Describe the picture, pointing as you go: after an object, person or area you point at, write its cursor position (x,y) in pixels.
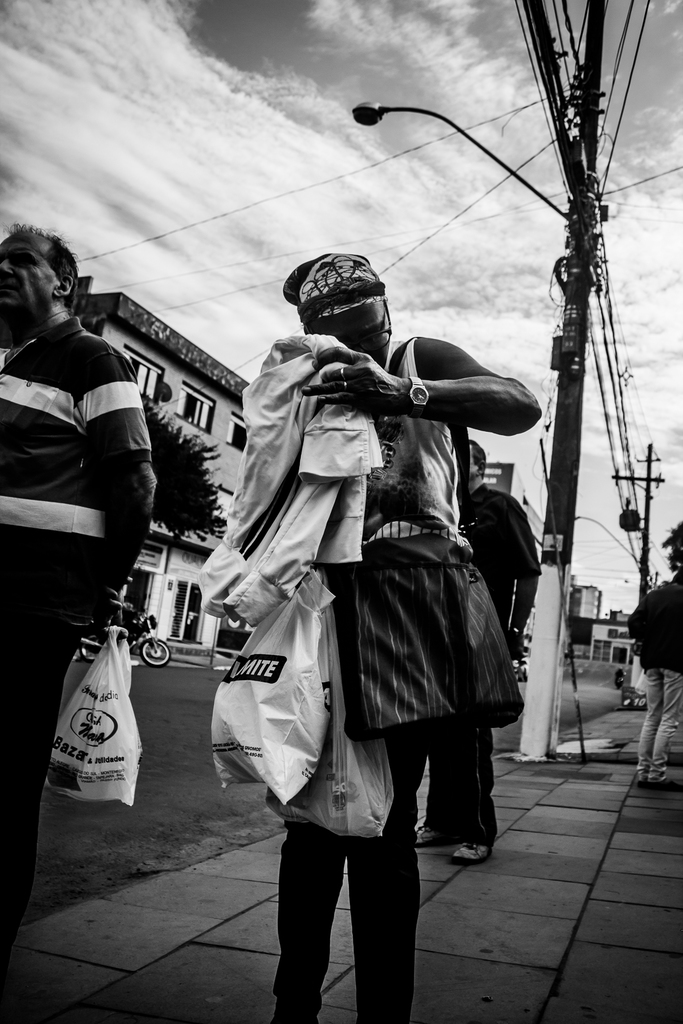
This is the picture of a person (293,839) who is wearing the bag (355,673) and holding some covers (334,694) and inside there is an other person (146,526) who is holding the covers (123,647) and also we can see some buildings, poles (592,70) which has some wires (556,15) and the other person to the side.
